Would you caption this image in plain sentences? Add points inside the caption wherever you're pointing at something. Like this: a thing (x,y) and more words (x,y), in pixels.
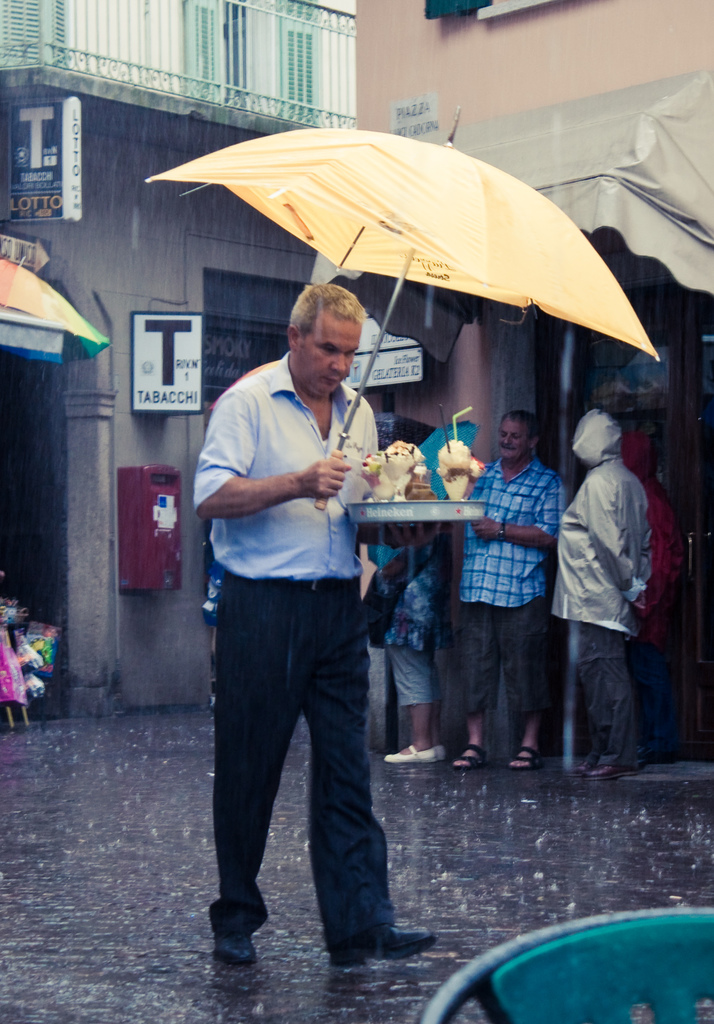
In the picture I can see a person (296,459) holding umbrella (513,245) and some thing (377,476) in his hands (305,497) and walking and in the background (689,408) there are some persons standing beneath some roof (701,156) and there are some buildings (263,108).
